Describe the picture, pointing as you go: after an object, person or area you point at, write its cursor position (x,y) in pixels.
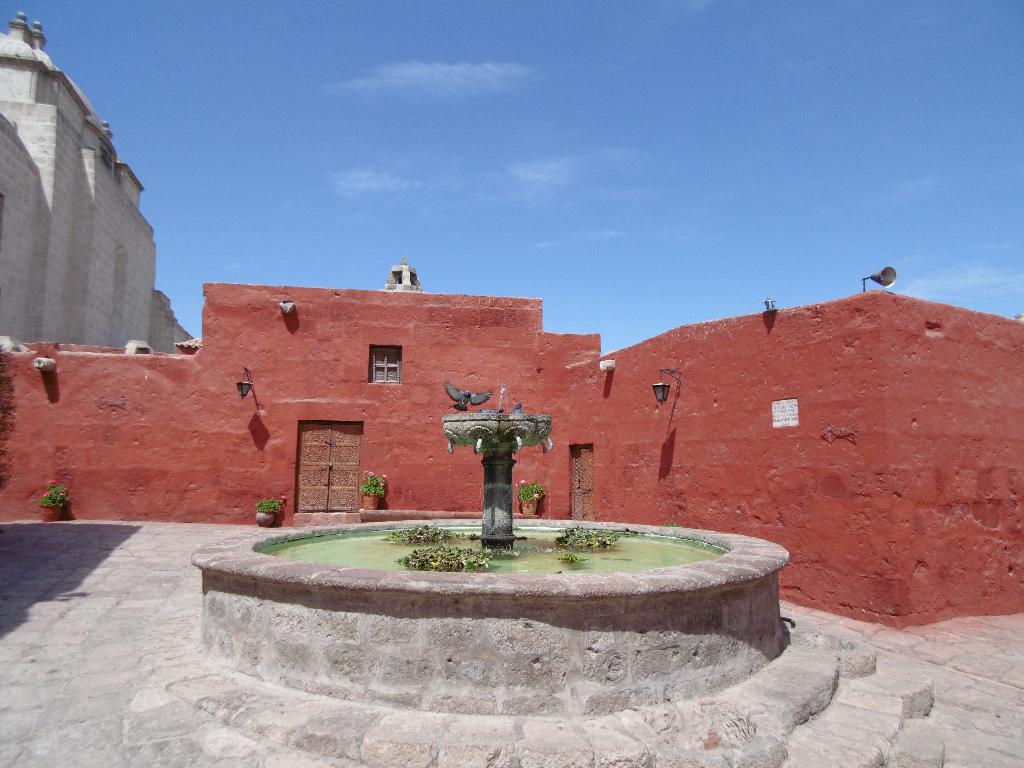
In this image I can see the fountain (624,558) and the bird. In the background (263,307) I can see few buildings (272,465) in brown and gray color and the sky (392,155) is in blue and white color.
